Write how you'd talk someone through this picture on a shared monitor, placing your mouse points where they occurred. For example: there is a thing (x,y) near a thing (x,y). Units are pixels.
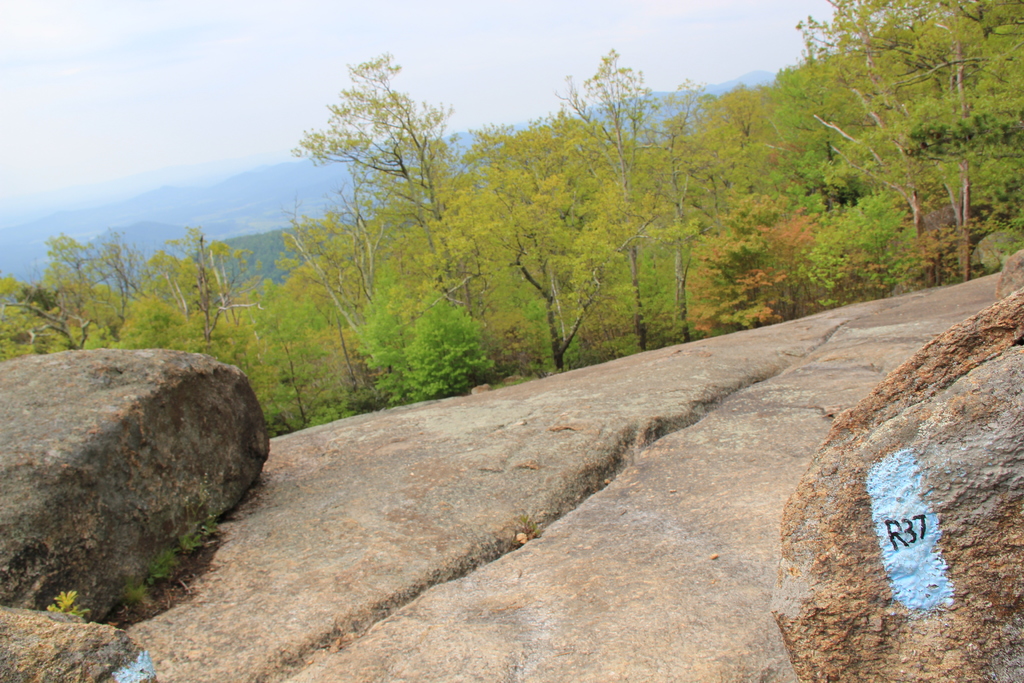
In this picture we can observe large stone (112,484) on the left side (98,491). There are some trees (396,292). In the background (165,208) we can observe hills (222,222) and a sky (252,86) with some clouds (180,74).
